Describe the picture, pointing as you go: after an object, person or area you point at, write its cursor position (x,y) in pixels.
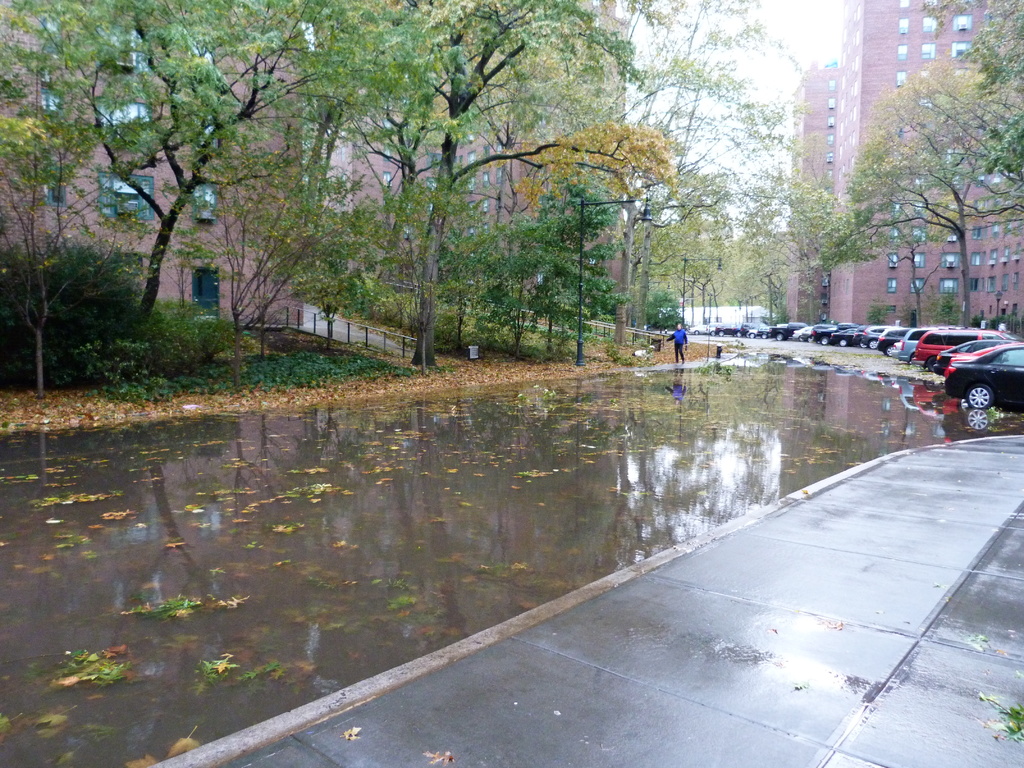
There is a pond (531,459) in the middle of this image (427,481) and there is one person (675,341) standing in a blue color dress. There are some trees (575,234) and buildings (214,231) in the background (634,244). There are some cars (760,331) parked on the right side of this image (959,375). There is a floor (634,619) at the bottom of this image (710,678).
